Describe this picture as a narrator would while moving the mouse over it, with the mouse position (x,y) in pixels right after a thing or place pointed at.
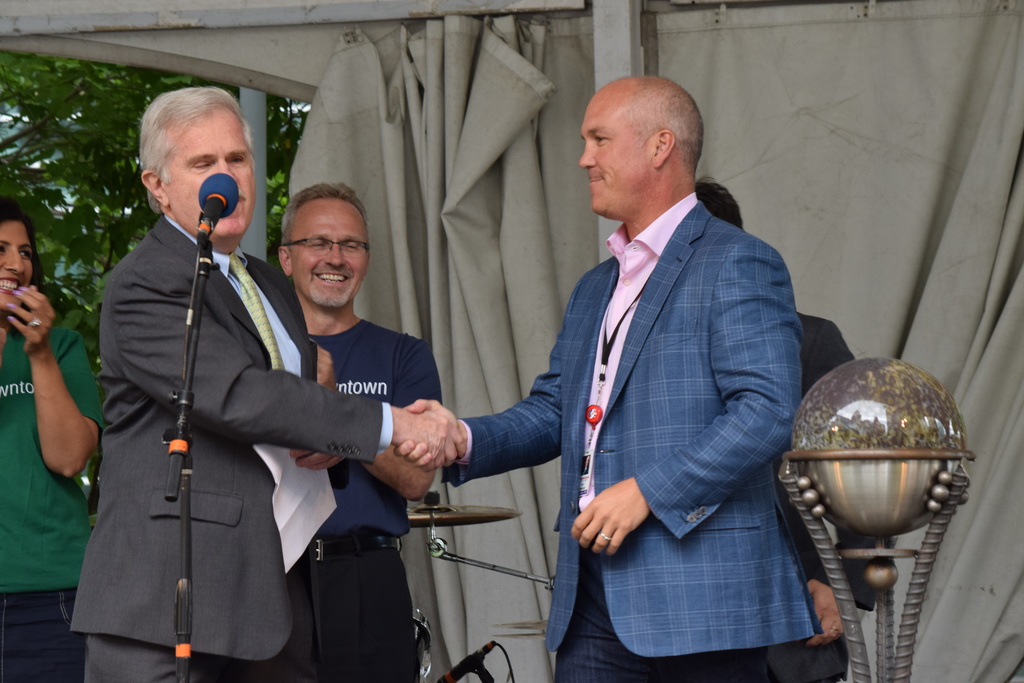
In this image we can see five persons (507,443). There is a microphone (189,321) and an object (906,513) in the image. There is a tree (120,146) in the image. There is a musical instrument (425,669) and a curtain (865,184) in the image.
